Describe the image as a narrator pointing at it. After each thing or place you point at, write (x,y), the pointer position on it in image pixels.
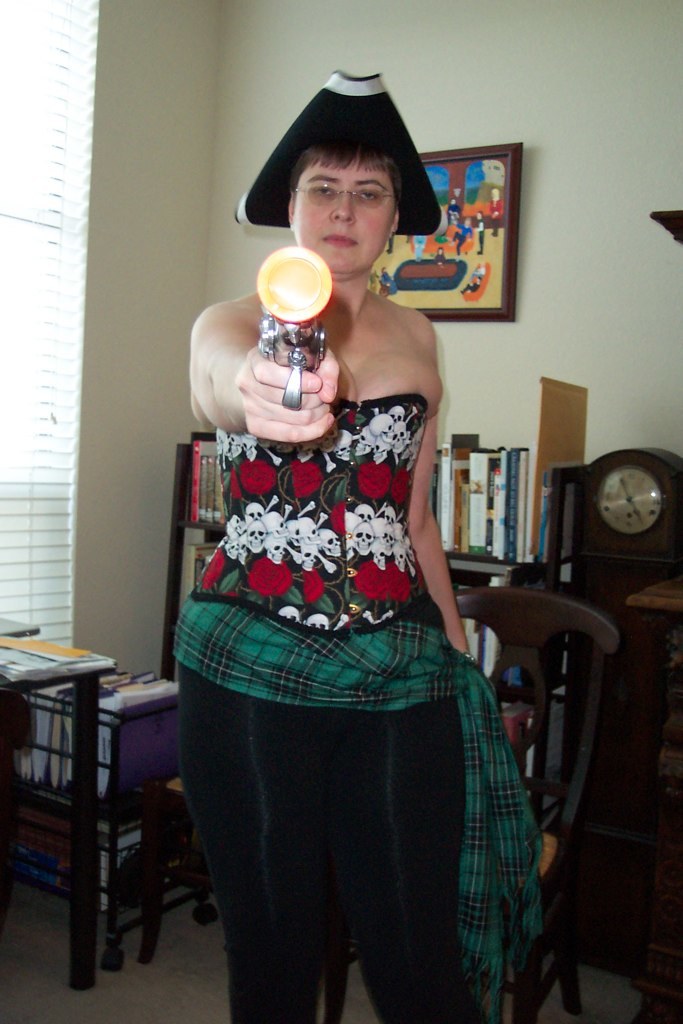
In this image we can see a woman (319,788) standing on the floor (209,934) and holding a gun (287,301) in one of her hands (264,413). In the background (534,612) there are chairs (523,605), books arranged in the rows, table (79,690) on which papers (48,662) and books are placed, blinds (48,240), wall hanging (468,212) attached to the wall (602,362) and a clock (642,517).
